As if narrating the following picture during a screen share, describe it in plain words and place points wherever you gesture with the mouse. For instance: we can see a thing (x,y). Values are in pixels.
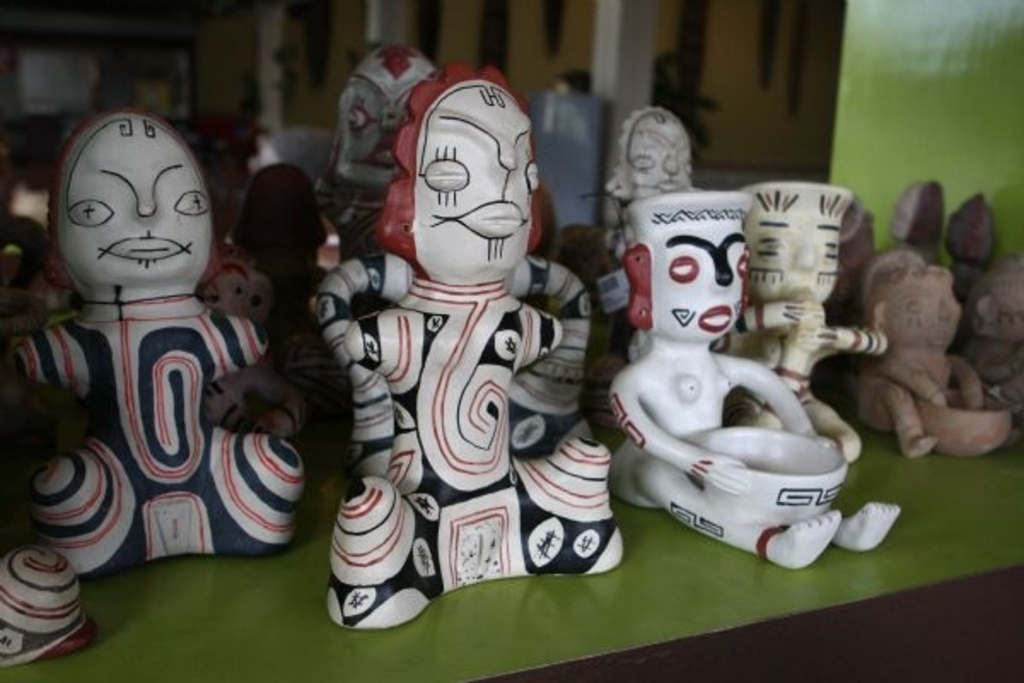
In this picture we can see dolls (235,281) on a green platform (717,567) and in the background (642,78) we can see some objects (692,51) and it is blurry.
